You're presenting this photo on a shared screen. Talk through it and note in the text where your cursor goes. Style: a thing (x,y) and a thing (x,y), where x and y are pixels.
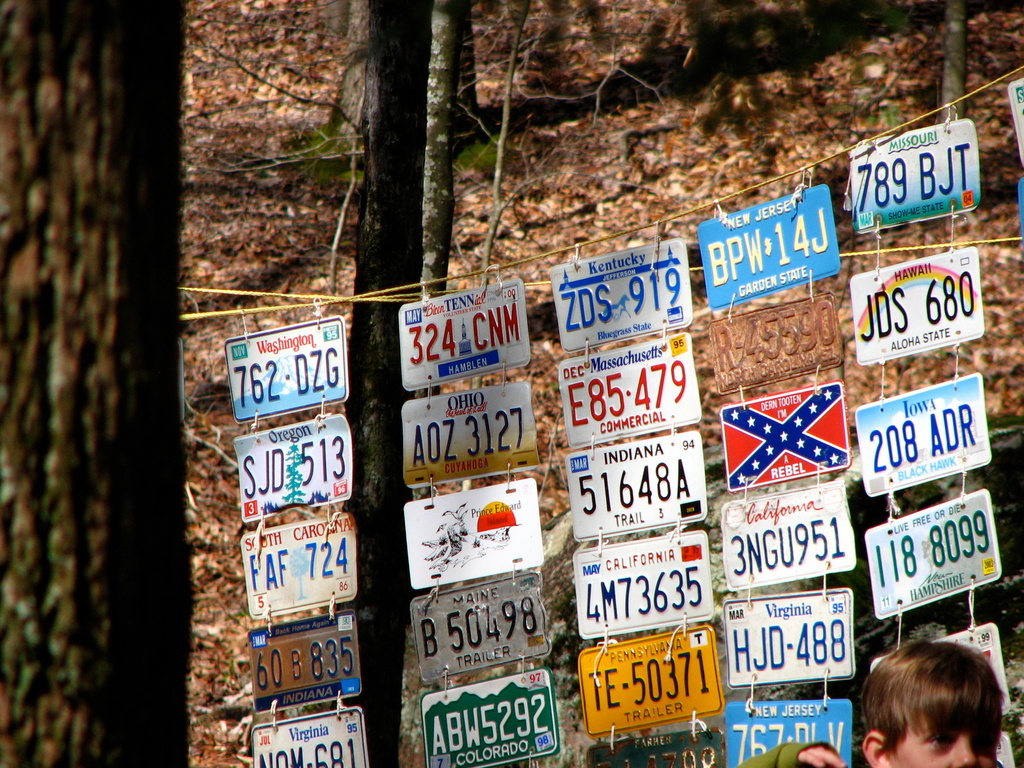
In this image we can see many number plates (826,227) are hanged to the rope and a person (879,767) here. Here we can see trees (14,213) and the dry leaves (222,343) in the background (550,127).
